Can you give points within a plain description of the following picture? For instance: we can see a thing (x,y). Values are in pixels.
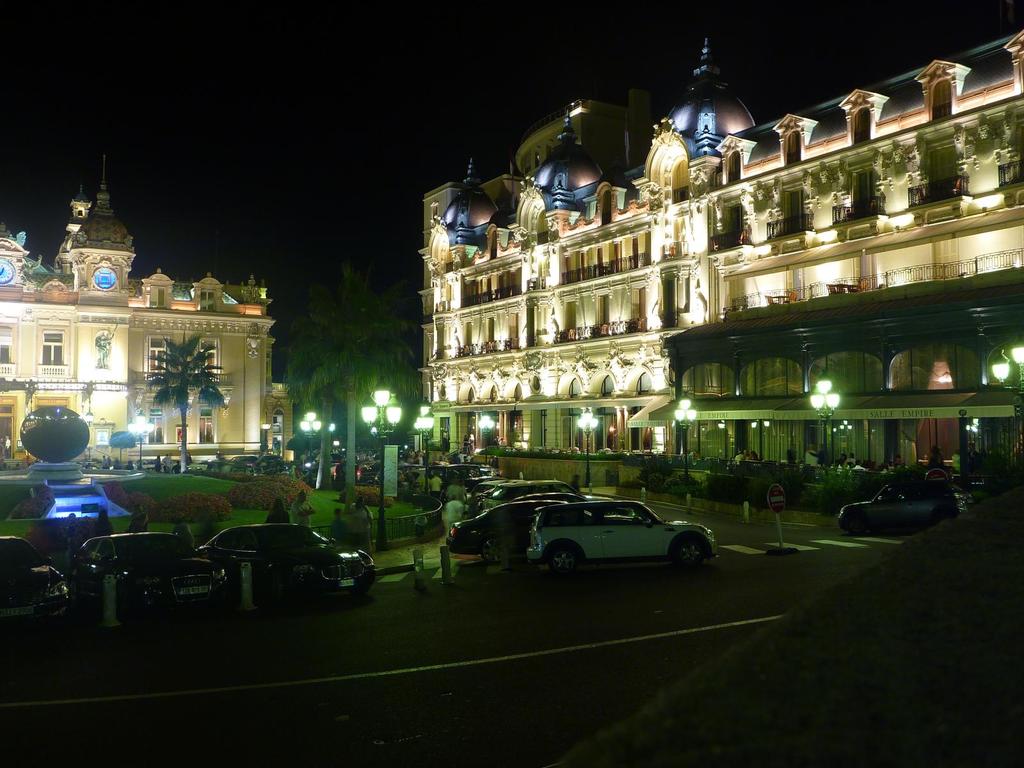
In this image we can see buildings (572,155), towers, street poles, street lights (490,419), trees (322,441), motor vehicles (328,550), bushes (150,515), fountain (73,443), sign boards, ground (183,477), road (413,609) with margins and sky (385,189).
